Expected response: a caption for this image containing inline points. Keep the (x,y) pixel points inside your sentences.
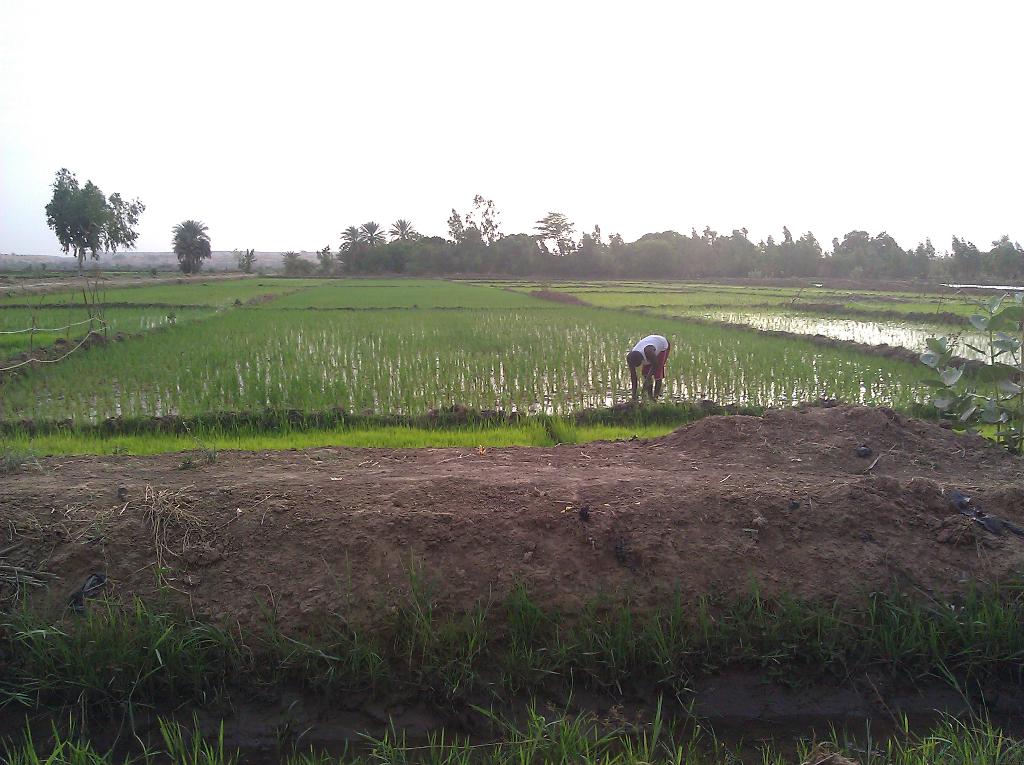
In this image we can see a mud (571,545), grass (514,612), a person (664,363) in the fields (541,320) and in the background (169,248) there are few trees (529,249) and the sky (546,152).
